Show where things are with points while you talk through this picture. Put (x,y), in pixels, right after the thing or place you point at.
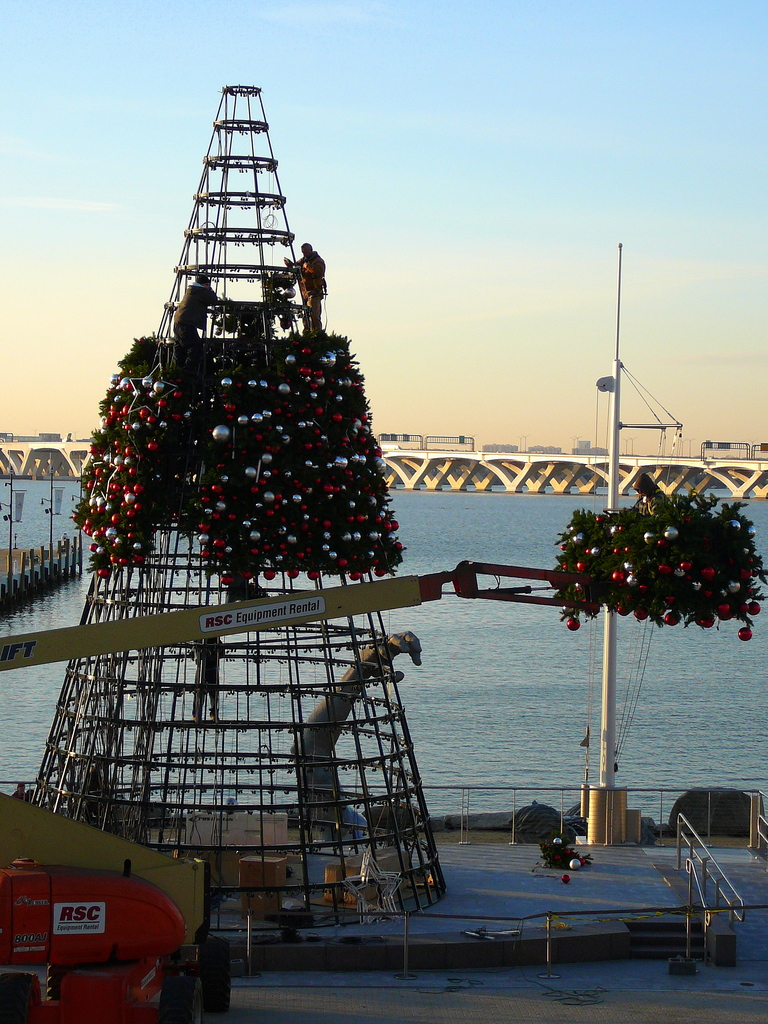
In this picture we can see a crane (31,977), iron rods (239,696) in the shape of a cone with some decorative objects (299,538) and some people (206,316) are standing on the rods (259,686). Behind the people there is a pole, bridge (459,444), pier (17,549) and water (262,718). Behind the bridge (541,455), they are looking like buildings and the sky (435,250).
